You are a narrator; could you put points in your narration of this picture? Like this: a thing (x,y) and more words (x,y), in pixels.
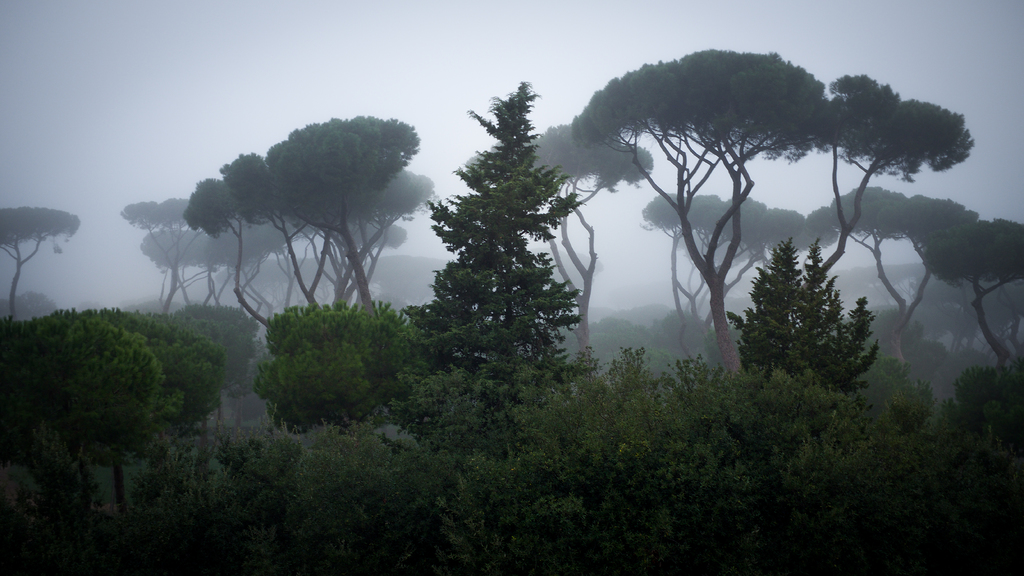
This picture might be taken from forest (878,379). In this image, we can see trees (44,375) and plants (708,556). On the top (498,69), we can see a sky (38,57) which is cloudy.
